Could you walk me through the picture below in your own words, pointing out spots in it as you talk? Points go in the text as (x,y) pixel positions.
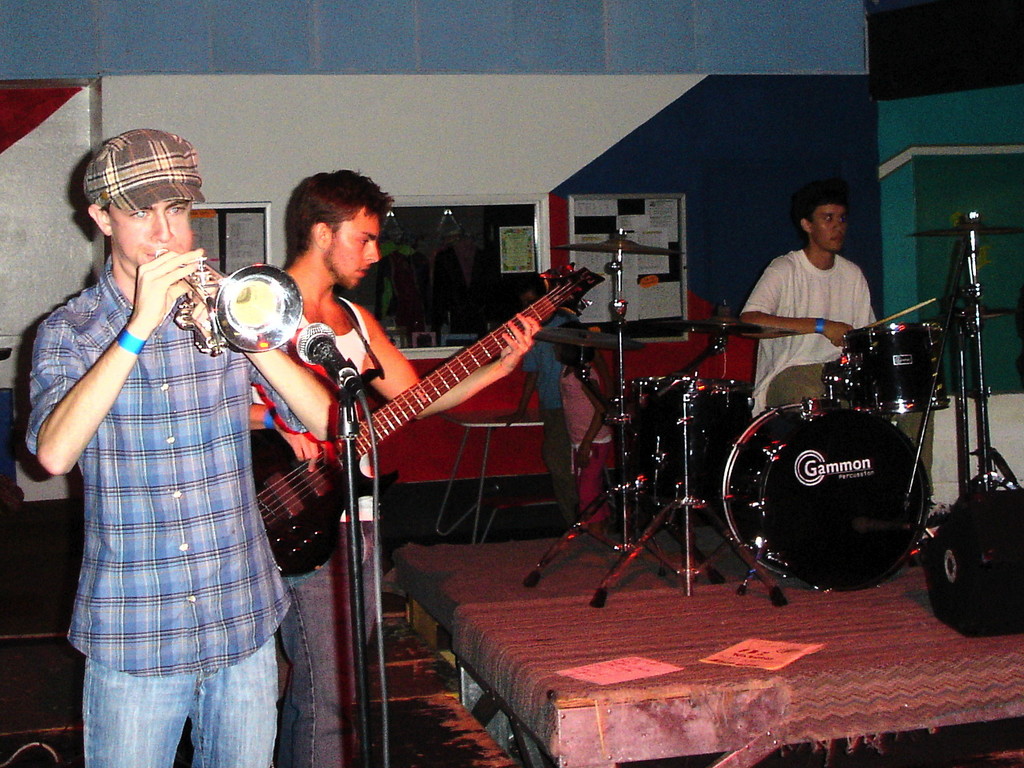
Here we can see three persons (293,677) and they are playing musical instruments (865,576). There are mike's (342,375), boards (633,259), table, and two persons (574,365). In the background (606,83) there is a wall (830,169).
